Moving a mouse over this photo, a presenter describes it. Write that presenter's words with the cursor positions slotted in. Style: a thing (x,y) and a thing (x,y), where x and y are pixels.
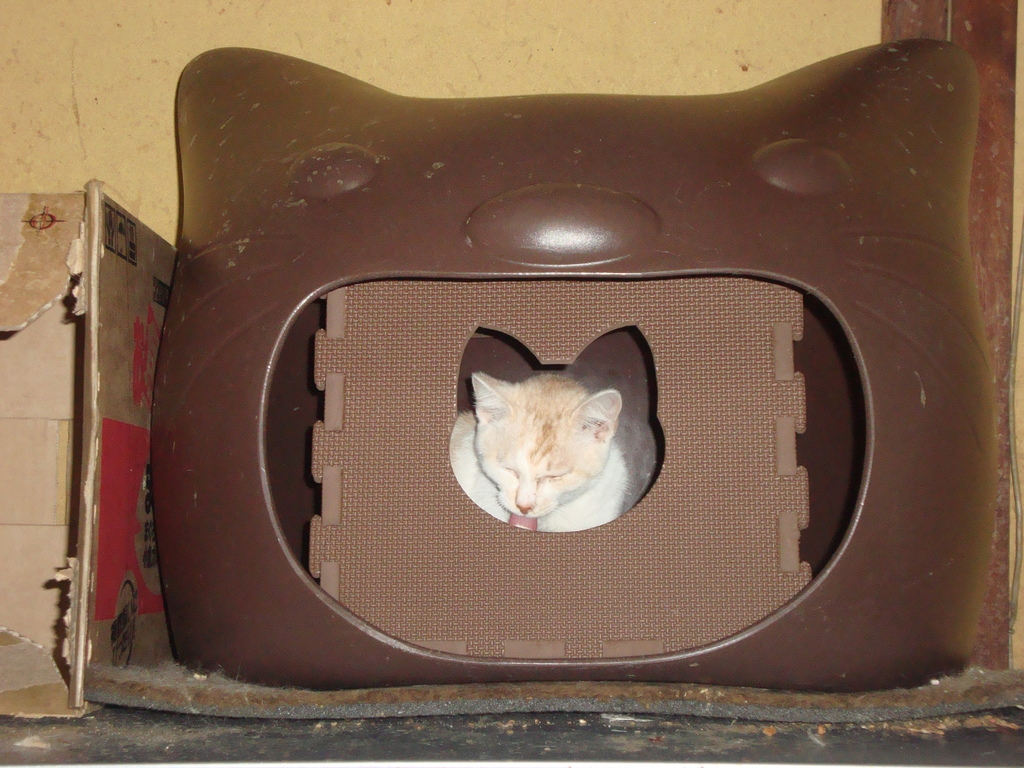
In this image we can see a cat (561,470) inside a box (409,181) placed on the ground (336,718). In the background (106,361), we can see a cardboard box (74,373).
